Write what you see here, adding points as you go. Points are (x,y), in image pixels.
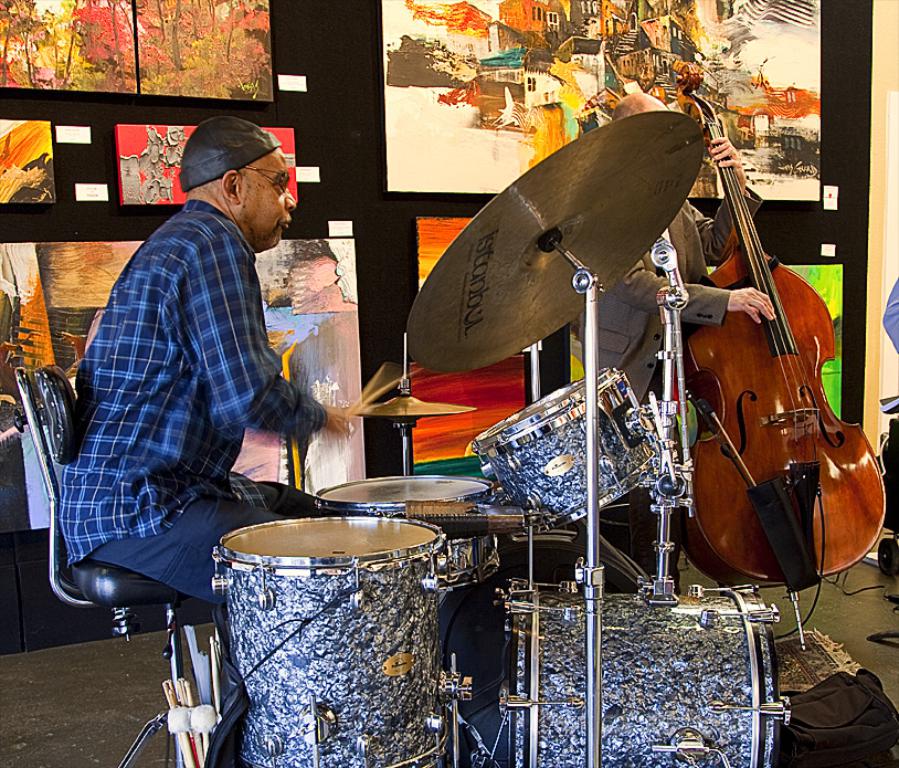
As we can see in the image there is a wall (398,296), photo frames (605,17), musical drums (347,635), two people (236,129), chair (53,484) and on the right side (633,273) there is a man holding a double bass (832,528).
